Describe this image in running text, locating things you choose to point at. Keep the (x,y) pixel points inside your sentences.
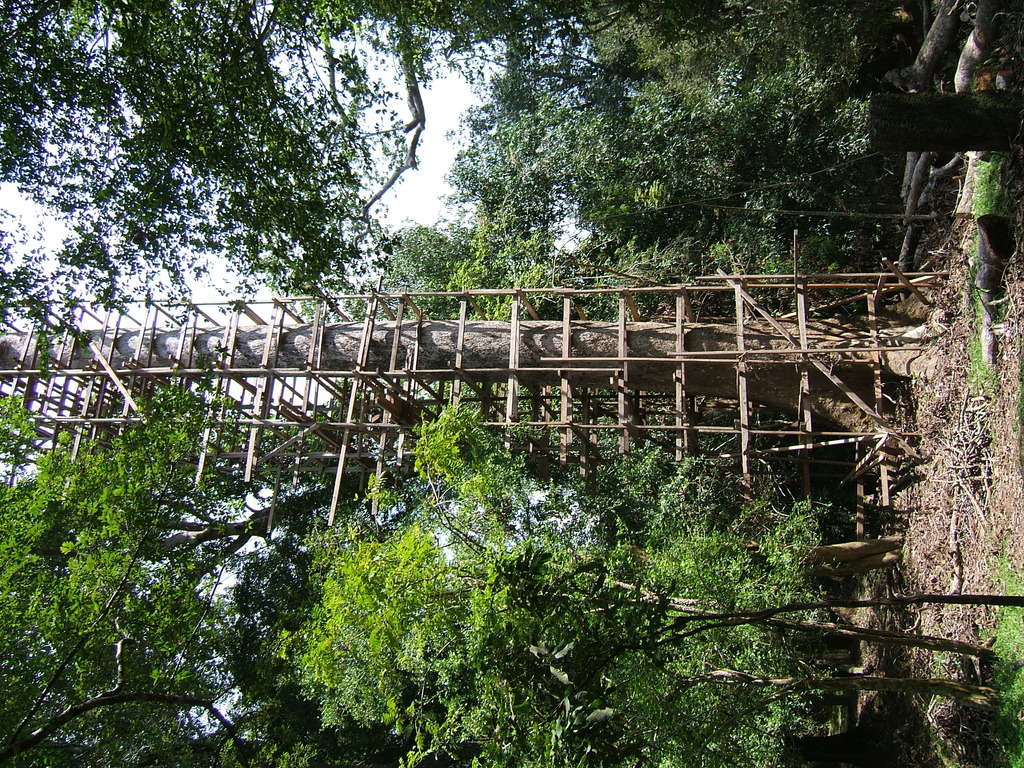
In this picture I can see there is a tree (294,352) and there is a wooden frame (99,358) around it. There are a few ropes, twigs (955,590), dry leaves (938,573) and there are few other trees (379,561) at right (801,262) and left and the sky (50,252) is clear.
